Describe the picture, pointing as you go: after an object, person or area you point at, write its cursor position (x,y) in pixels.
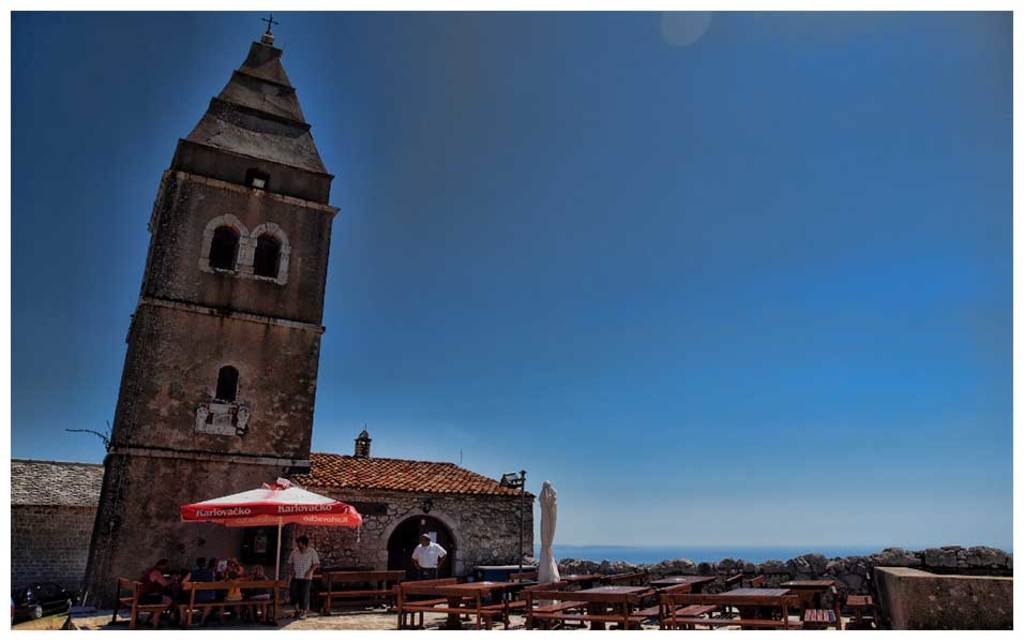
In this image there is a tower (231,456) and we can see sheds (65,529). At the bottom (323,592) there are benches (375,598) and we can see people (298,546). There is a tent (284,509). On the right (911,588) there is a wall (911,588). In the background (591,551) there is water (591,551). At the top (478,129) there is sky (478,129).
